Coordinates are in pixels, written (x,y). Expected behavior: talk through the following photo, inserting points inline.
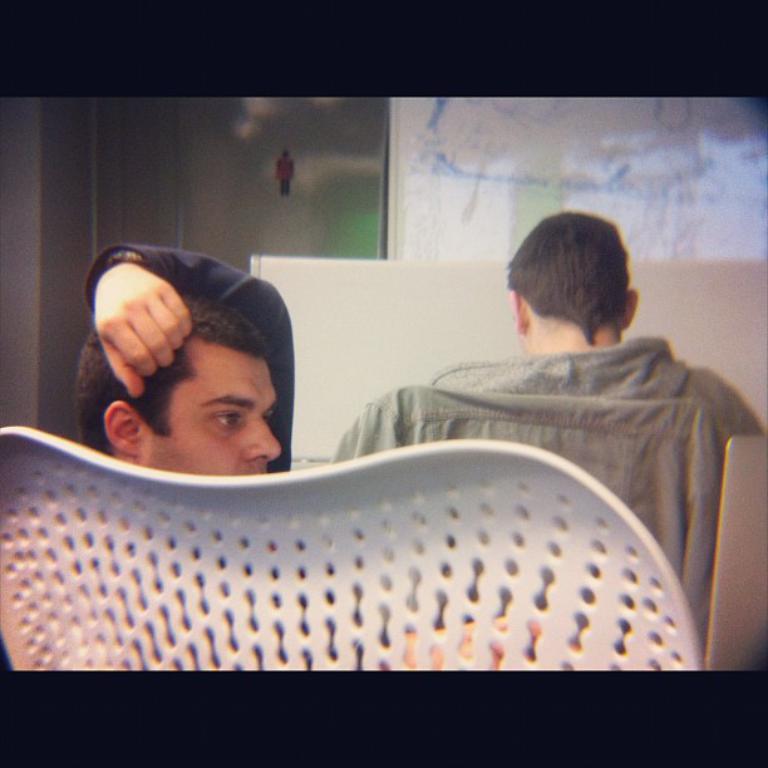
In this image I can see two people (167,293) are sitting on the chairs (437,504) and wearing the different color dresses (402,419). In the background (378,280) I can see the board (399,137).
